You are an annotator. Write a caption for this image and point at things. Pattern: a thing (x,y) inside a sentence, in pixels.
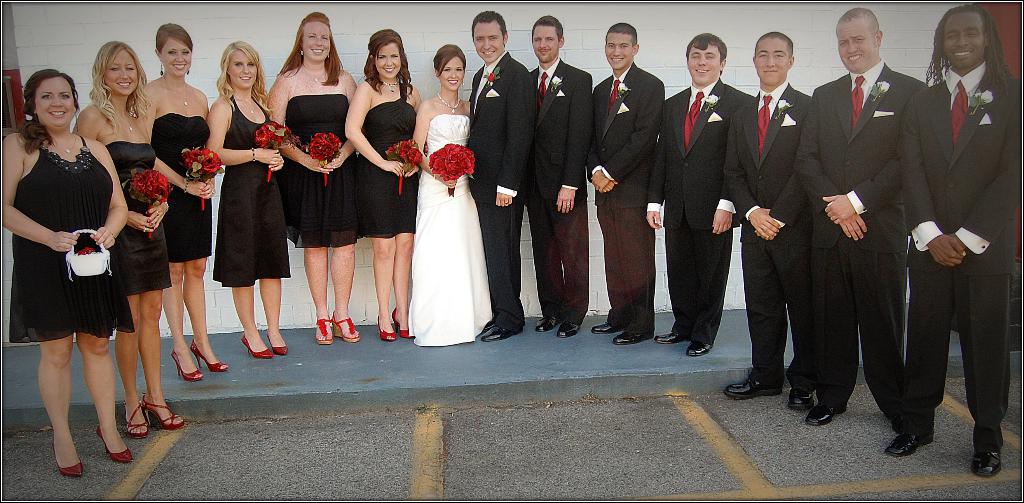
In the picture I can see group of people (648,171) are standing on the ground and smiling. Men (919,289) on the right side (902,288) are wearing black color suits (666,188) and women (336,163) on the left side (92,215) are wearing black color dresses (221,209) and holding flowers (139,189) in hands (164,211). The woman (455,187) in the middle (442,249) is wearing white color dress (438,258). In the background (431,66) I can see a wall (428,46).
